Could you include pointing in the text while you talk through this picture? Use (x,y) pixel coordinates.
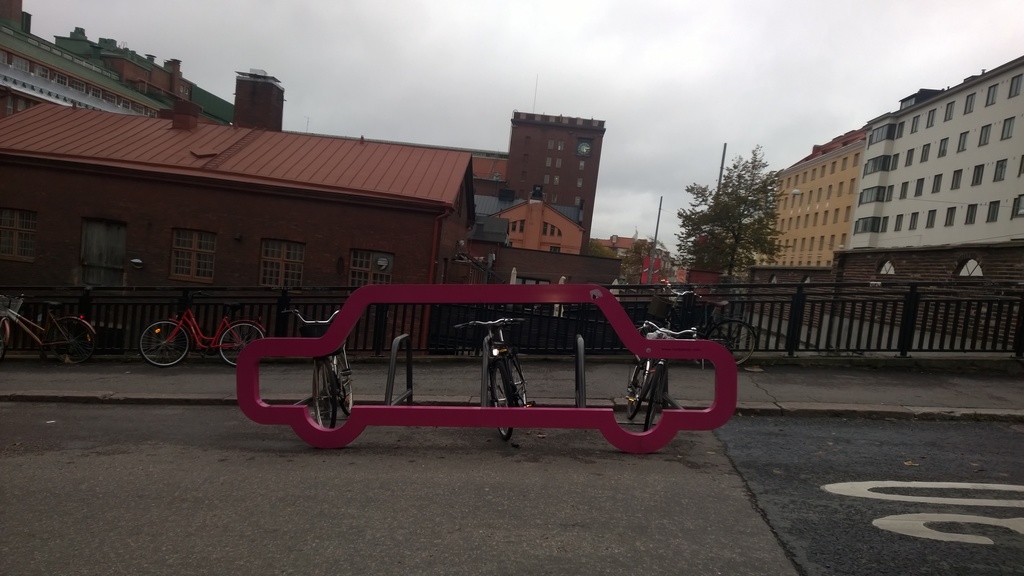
We can see an object (394,418) and bicycles (503,369) on the road (306,555) and on the left side (192,342) there are bicycles (211,336) on the road (48,560) at the fence (407,317). In the background (988,206) there are trees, poles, houses (320,183), buildings (370,176), windows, doors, hoardings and clouds (680,108) in the sky (119,29).
